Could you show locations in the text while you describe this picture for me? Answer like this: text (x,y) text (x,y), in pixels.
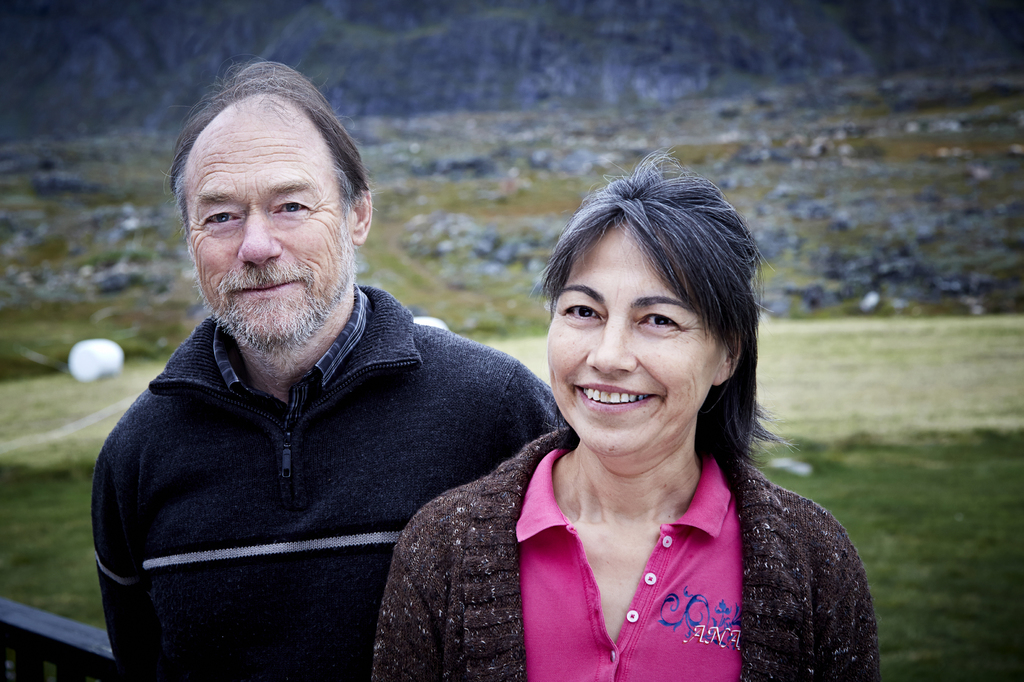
In this image in the foreground (346,399) there is one man (365,325) and one women (603,336) who are smiling, and in the background (839,322) there is grass (943,450), mountains (928,237) and some stones (1003,227) and some object (87,353).
